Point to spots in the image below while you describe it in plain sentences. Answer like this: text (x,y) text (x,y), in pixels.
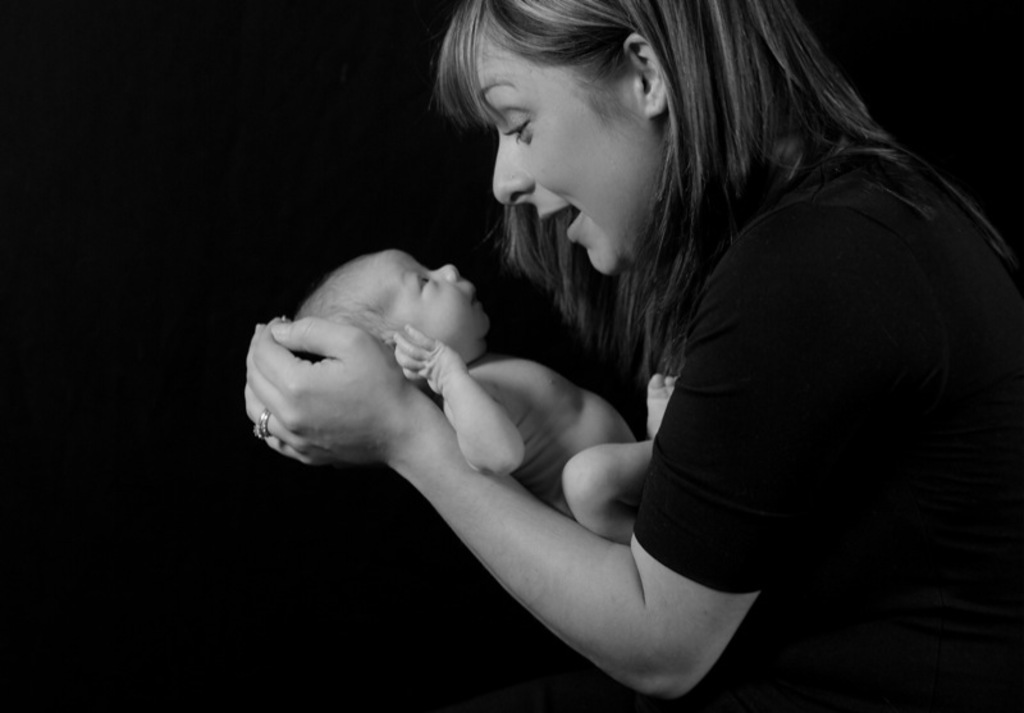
In this image we can see a woman (990,490) holding a baby (412,323) in her hand (357,343).
